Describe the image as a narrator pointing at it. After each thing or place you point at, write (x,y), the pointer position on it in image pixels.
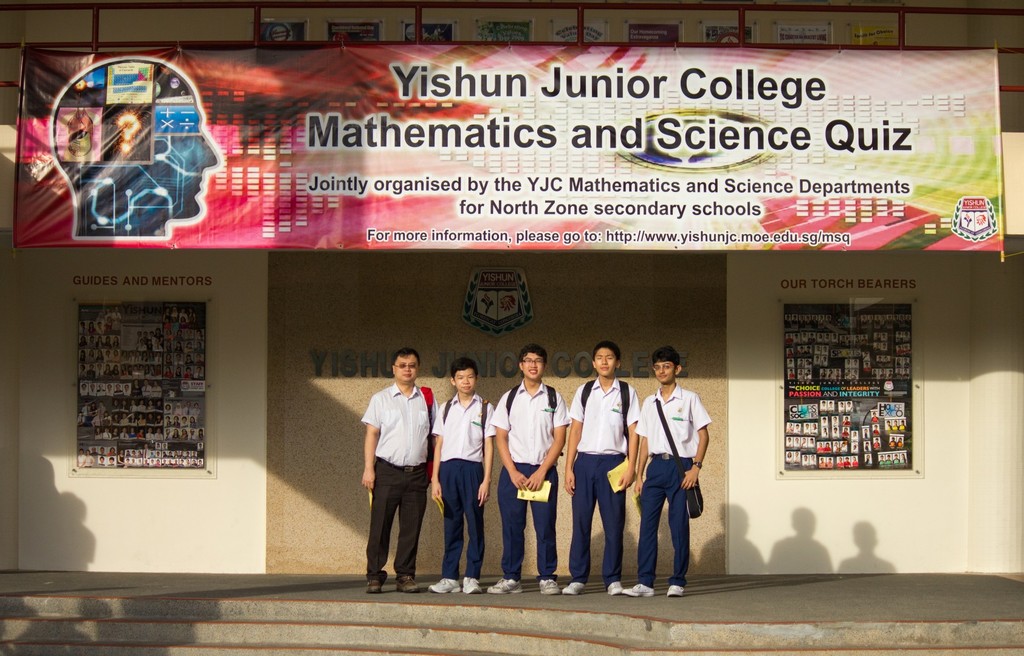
There are five persons (613,392) in white color shirts (395,397), some of them are holding books (618,468), standing on the floor (537,582). Above them, there is a banner (282,137). There are posters (107,429) on the white wall (70,349). In front of them, there are steps (485,614). In the background (984,221), there are posters (873,30) pasted on the wall (1010,289) and there is a hoarding (498,306).
